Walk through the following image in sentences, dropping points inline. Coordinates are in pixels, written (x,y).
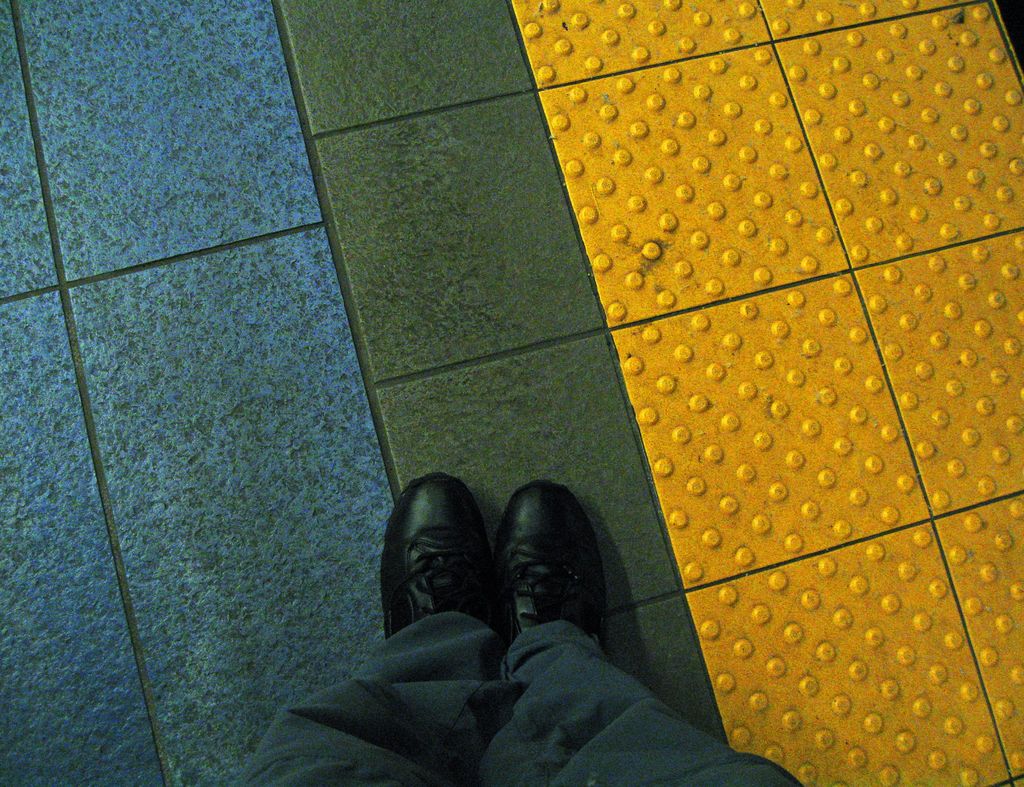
At the bottom of the image (490,663) we can see a person (521,671) legs (480,673), wearing pant (496,698) and shoes (454,570). In the background of the image (568,323) we can see the floor (454,359).
